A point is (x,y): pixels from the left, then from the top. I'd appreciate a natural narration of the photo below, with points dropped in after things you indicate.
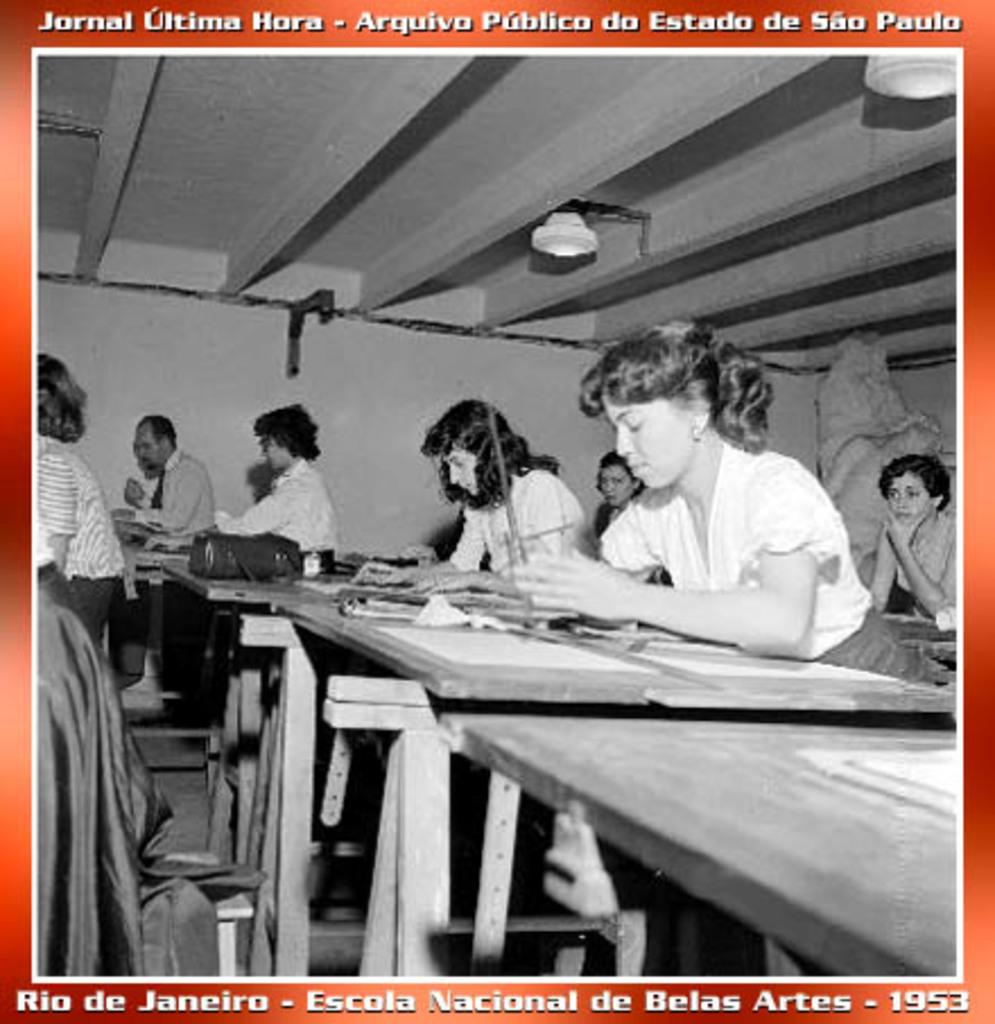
This is a black and white image in which there are people (572,506) working on a table (651,636). One bag (250,558) is on the table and other man (183,523) is working. At the top (368,177) there is a wooden ceiling (417,187). At the right corner (877,369) there is a statue (877,416). There are papers (465,607) on the table (533,622) by which people (687,632) are working on it.
